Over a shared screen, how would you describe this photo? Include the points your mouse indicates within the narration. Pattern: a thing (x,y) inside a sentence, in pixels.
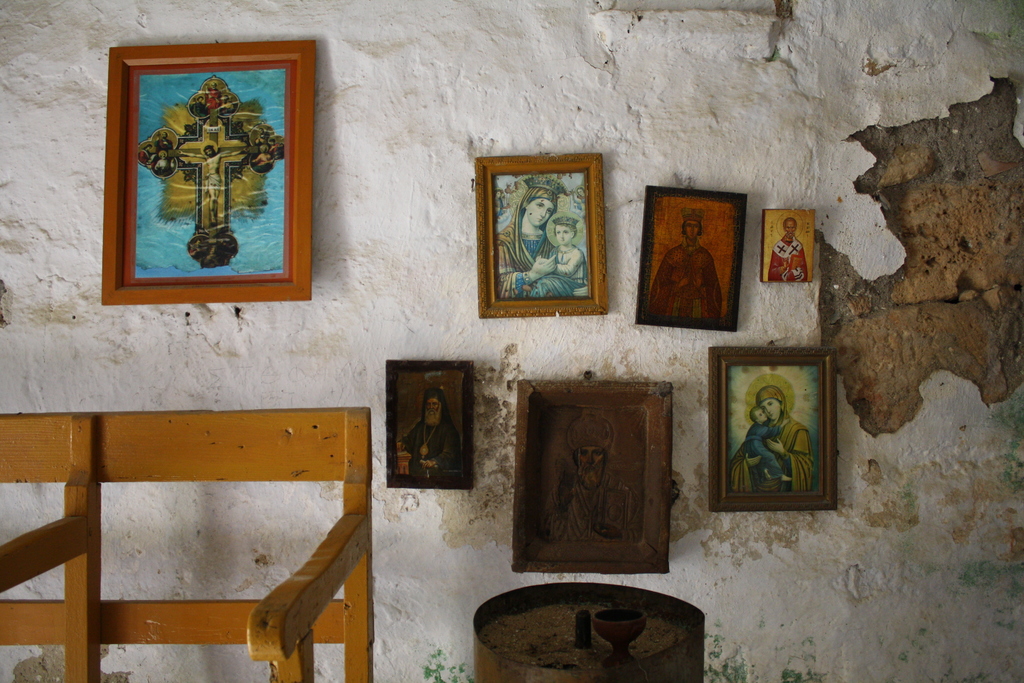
In this picture I can see a bench (346,485), there is an object (685,673), there are frames (720,430) attached to the wall (443,226).
